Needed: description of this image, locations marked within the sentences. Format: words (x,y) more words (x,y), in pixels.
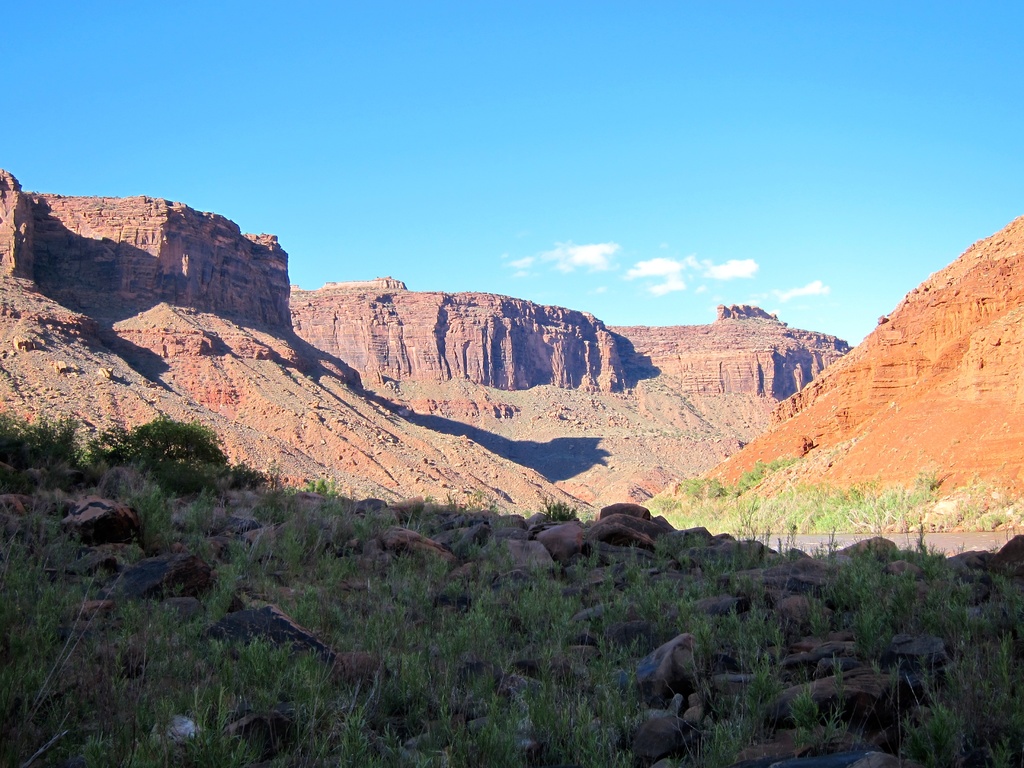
In this picture there are mountains (674,422). At the top (488,249) there is sky (680,201). At the bottom (998,704) there is grass (690,749) and there are rocks (808,608) and there might be water (853,538).
